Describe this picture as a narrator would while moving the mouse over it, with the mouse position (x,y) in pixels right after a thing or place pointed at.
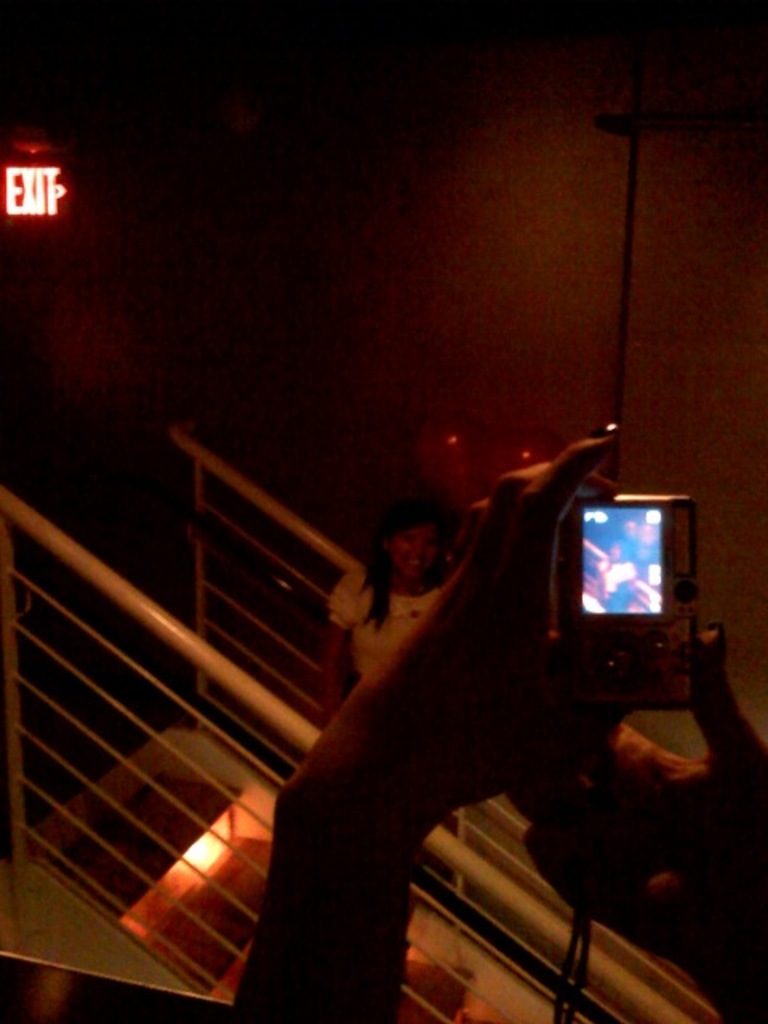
In the center of the image (437,648) we can see human hands (544,855) holding the camera (598,660). In the background (666,724) there is a wall (407,252), one sign board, one person (351,578) standing, fences (315,543), lights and a few other objects (225,772).
